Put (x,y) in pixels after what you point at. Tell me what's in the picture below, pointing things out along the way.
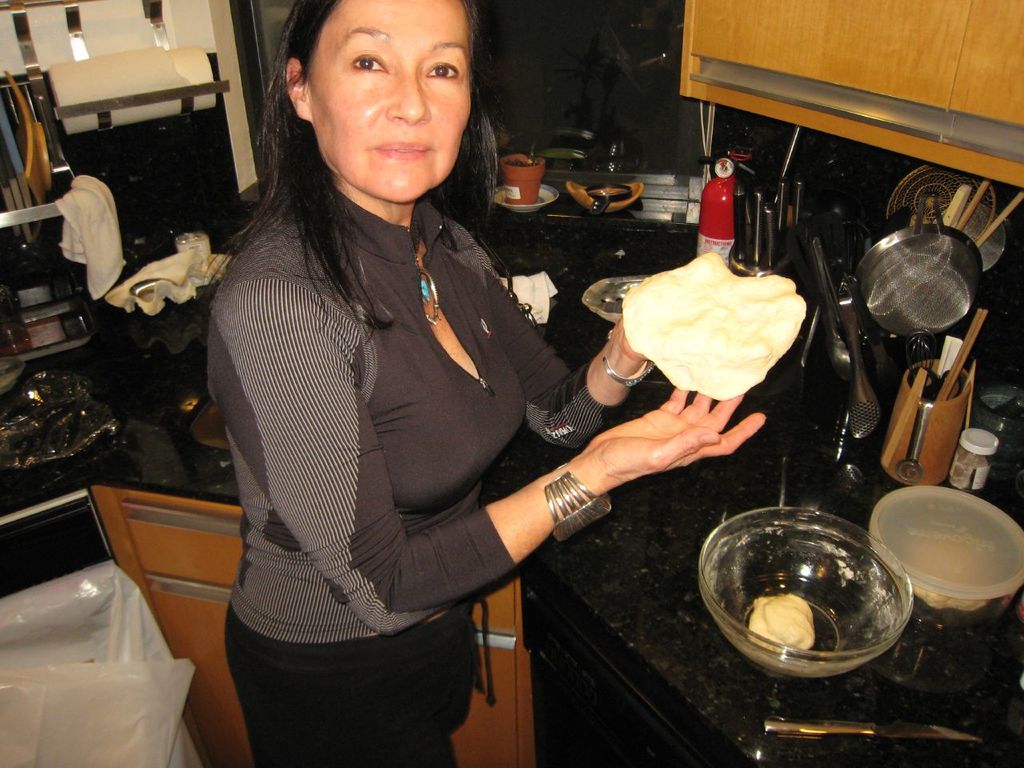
In this image I can see the person (304,431) with the black and grey color. In-front of the person (307,404) I can see the countertop (617,555). I can see the bowl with dough (779,626), spoons (863,409) and some objects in the cup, cupboard (756,52), few more spoons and many objects (62,339) on the counter top (132,315). To the left (122,301) I can see the clothes (81,255) and the plastic covers (72,664).
